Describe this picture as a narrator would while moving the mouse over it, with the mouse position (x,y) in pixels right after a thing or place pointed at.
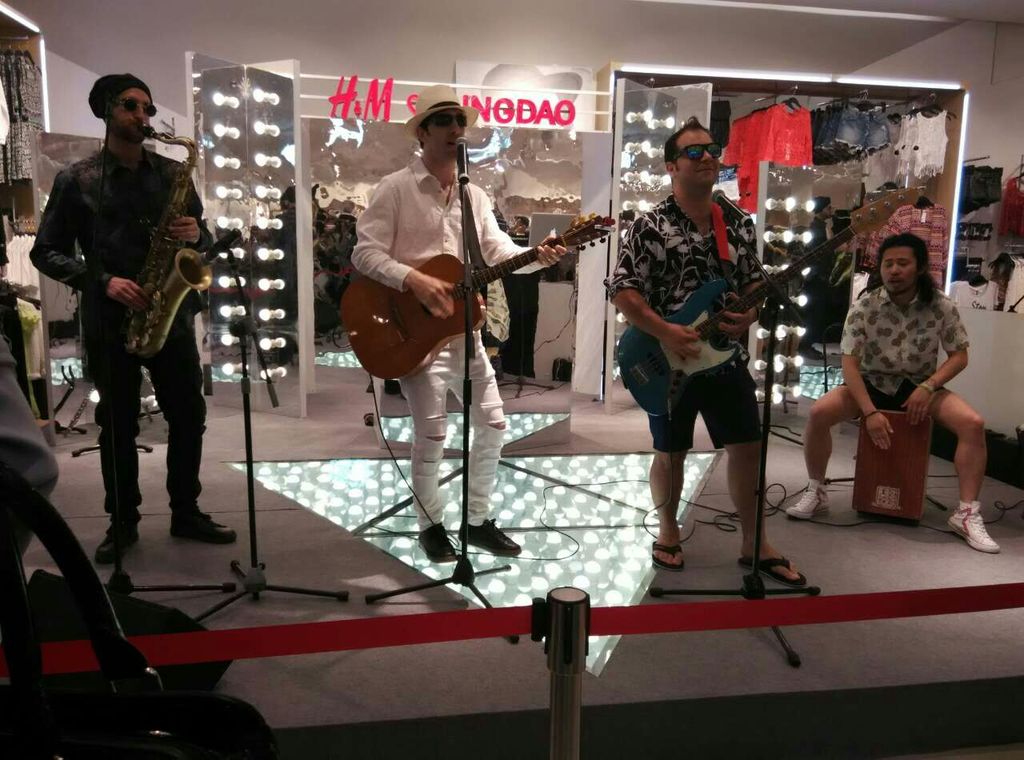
In this image I can see two persons (734,281) holding guitar (755,298), standing in front of the mike (764,313), on the right side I can see a person (903,347) sitting and in the background (308,108) I can see the wall (909,51) and I can see lights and clothes (813,113) attached to the hanger (786,106) and chair (68,699).
